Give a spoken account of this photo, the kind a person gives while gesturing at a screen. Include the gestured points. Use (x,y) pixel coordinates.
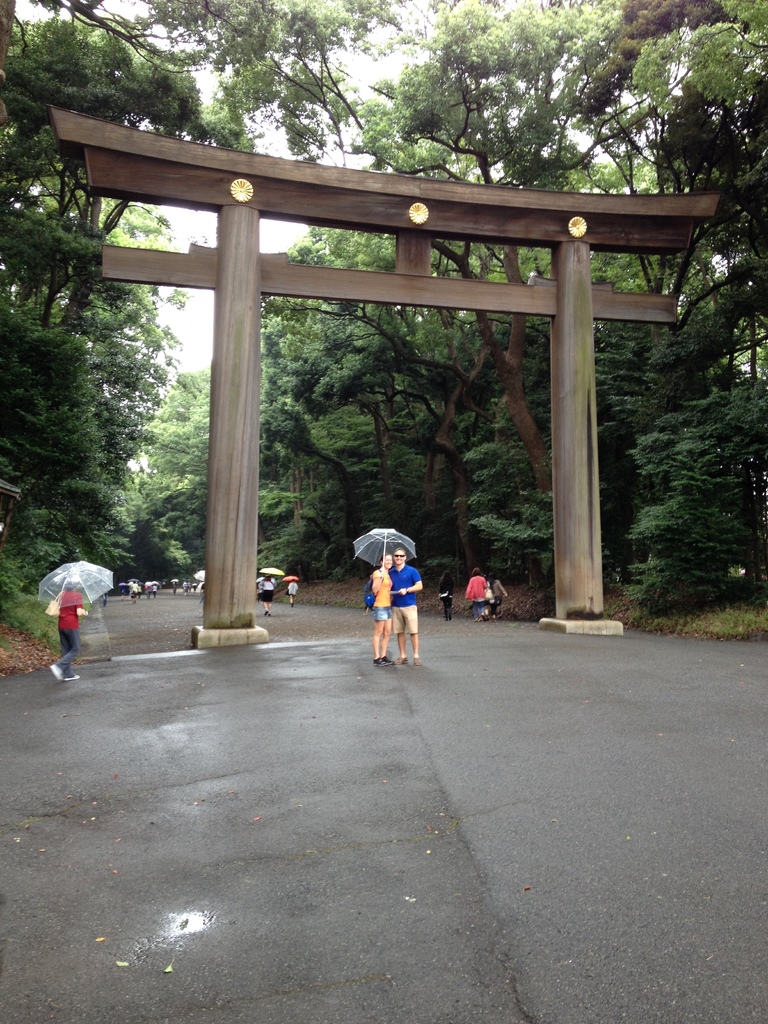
In this image, we can see some persons (262,585) wearing clothes (65,608) and holding umbrellas (380,554) on the road (372,707). There is an arch (281,262) in the middle of the image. In the background of the image (161,375), there are some trees (688,331).
